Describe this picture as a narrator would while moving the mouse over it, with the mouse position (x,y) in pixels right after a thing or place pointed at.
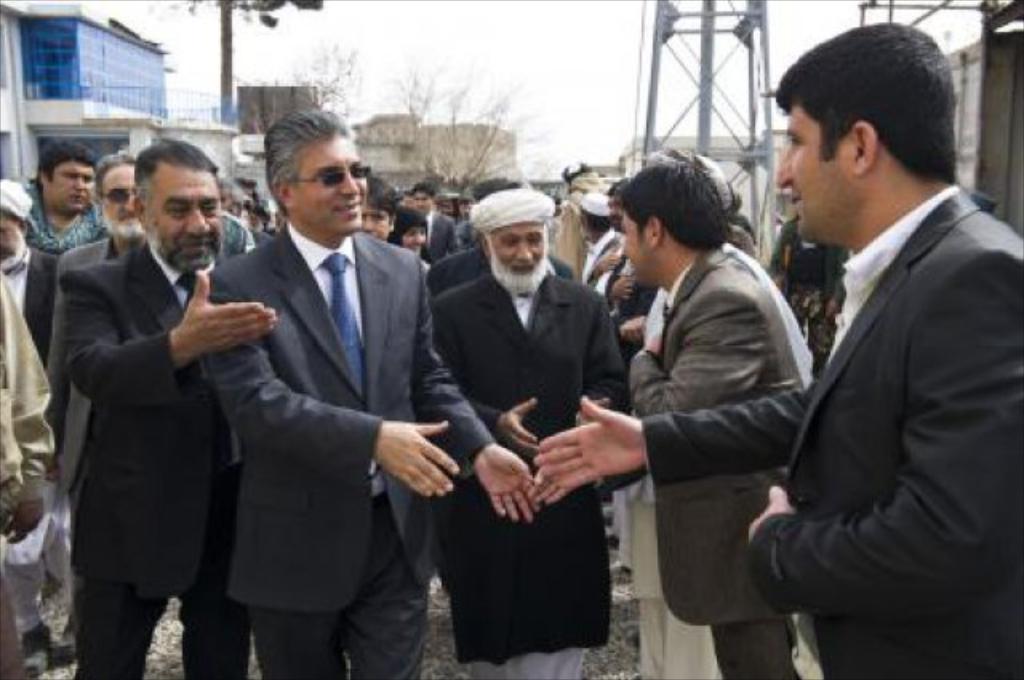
Here I can see a crowd of people (235,351) standing on the ground (178,640). Few men (252,439) are smiling. In the background (258,111) there are few buildings (369,144), trees (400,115) and poles (711,25). At the top of the image (490,43) I can see the sky (481,18).
